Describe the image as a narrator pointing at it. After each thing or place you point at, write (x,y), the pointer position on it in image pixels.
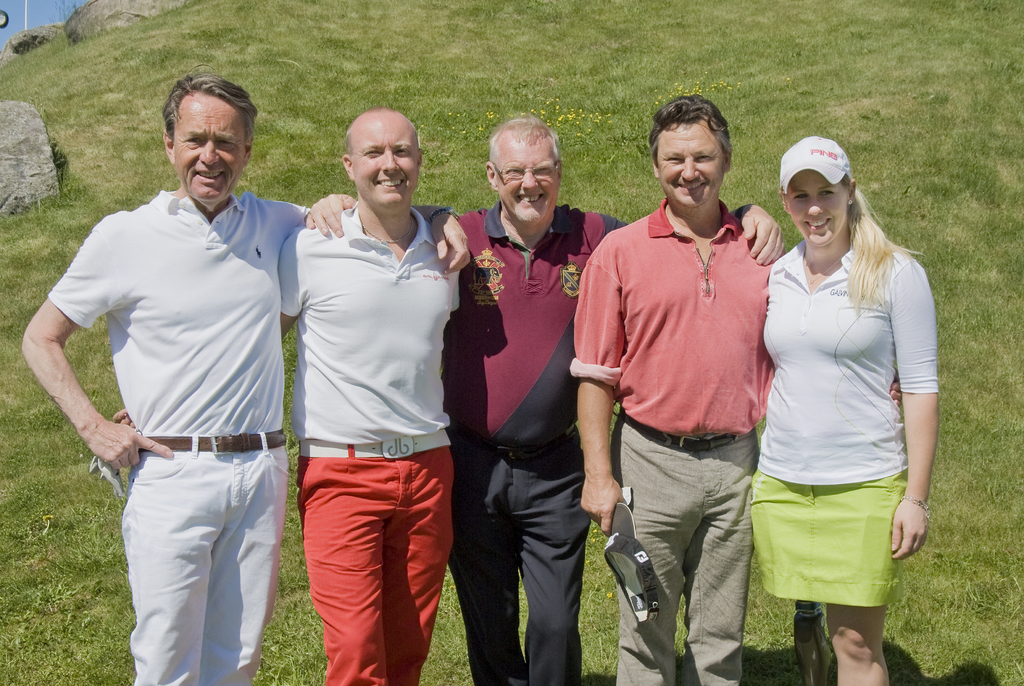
In the image we can see four men (593,412) and a woman (879,390) standing, wearing clothes (377,383) and they are smiling. The woman (804,331) is wearing a cap (795,167). Here we can see the grass (55,448) and stones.
